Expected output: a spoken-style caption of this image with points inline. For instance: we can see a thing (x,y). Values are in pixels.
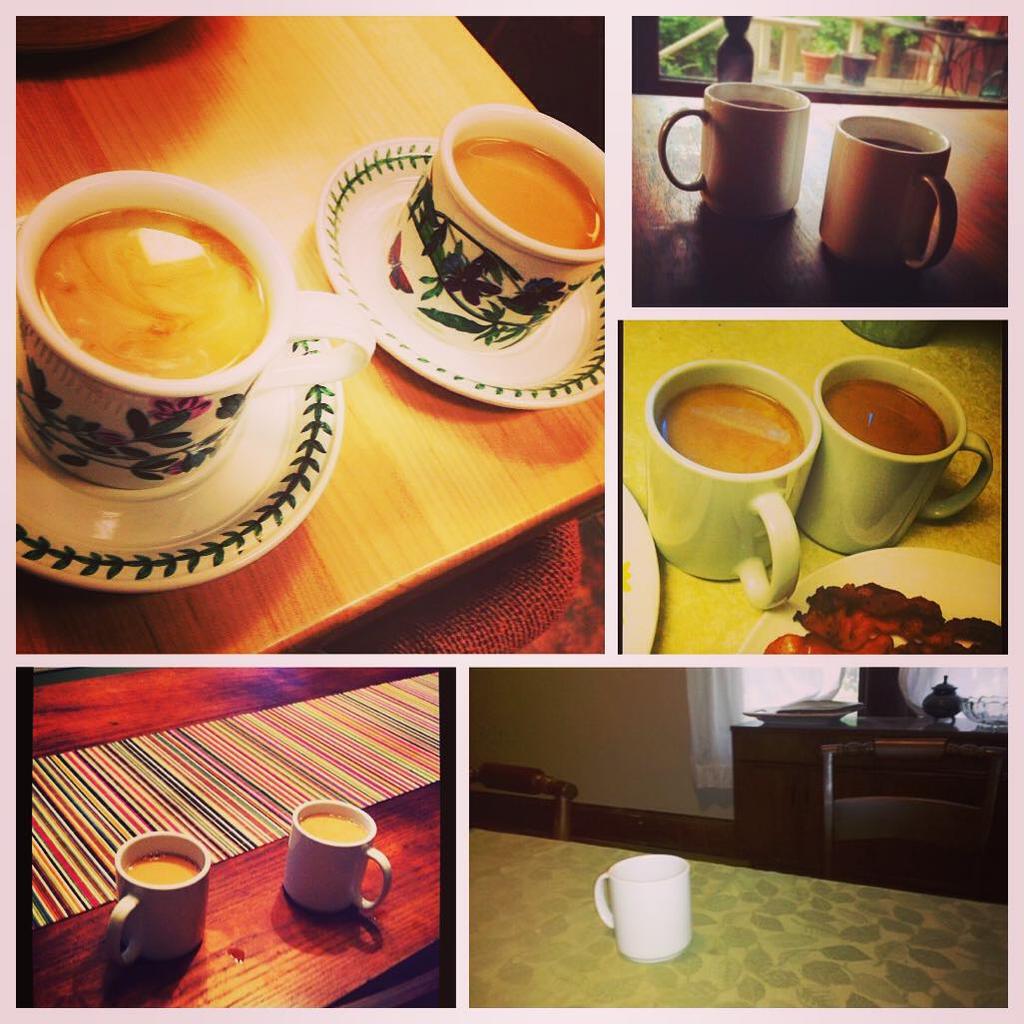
In this image I can see collage photo of few cups (515,179) and plates (77,511). I can also see few tables (330,552) and food (829,645).
